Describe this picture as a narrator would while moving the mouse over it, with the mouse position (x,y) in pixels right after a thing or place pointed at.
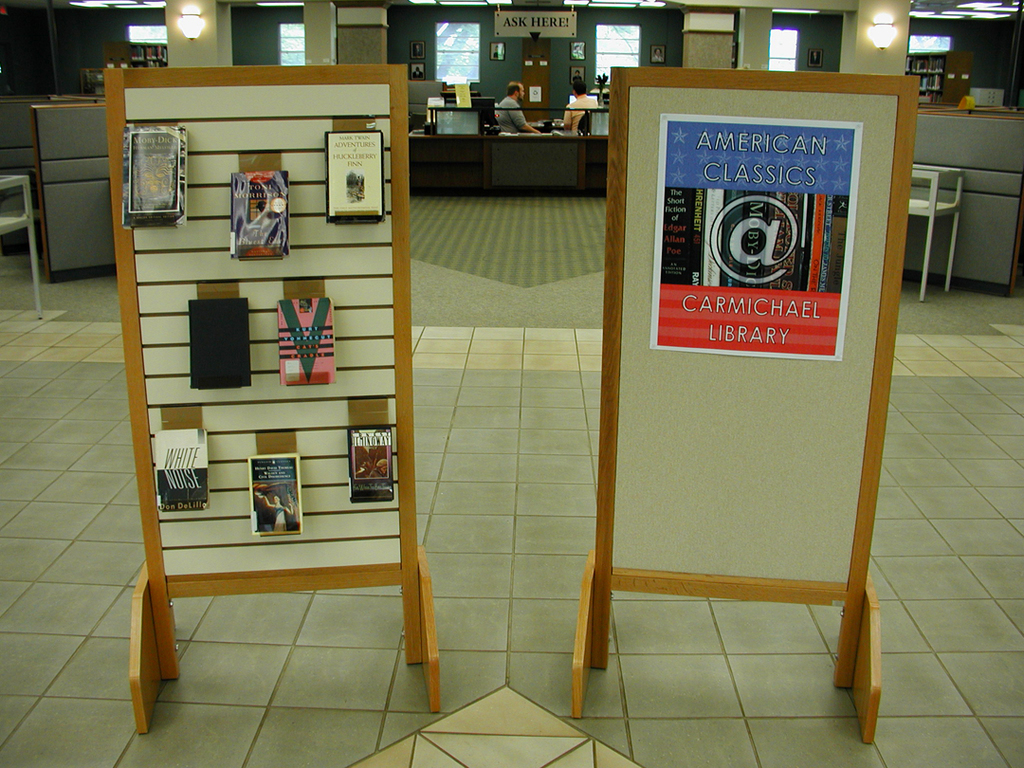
In this picture we can see persons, pillars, lights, windows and some objects (885,151).
